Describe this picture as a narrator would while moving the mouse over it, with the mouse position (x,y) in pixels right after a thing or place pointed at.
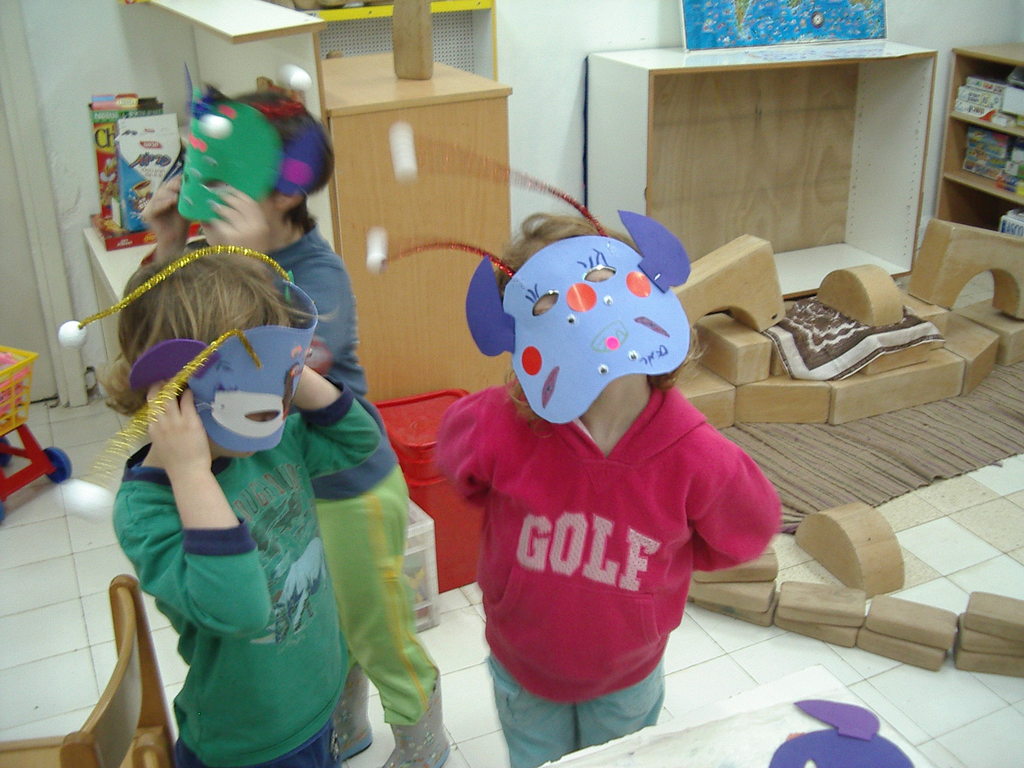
There is a room (232,474). They are standing in a room (234,477). They are holding a mask (211,433). They are wearing a mask (581,371). They are wearing a colorful shirts (583,445). We can see in background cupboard (693,104) and poster (696,13).
